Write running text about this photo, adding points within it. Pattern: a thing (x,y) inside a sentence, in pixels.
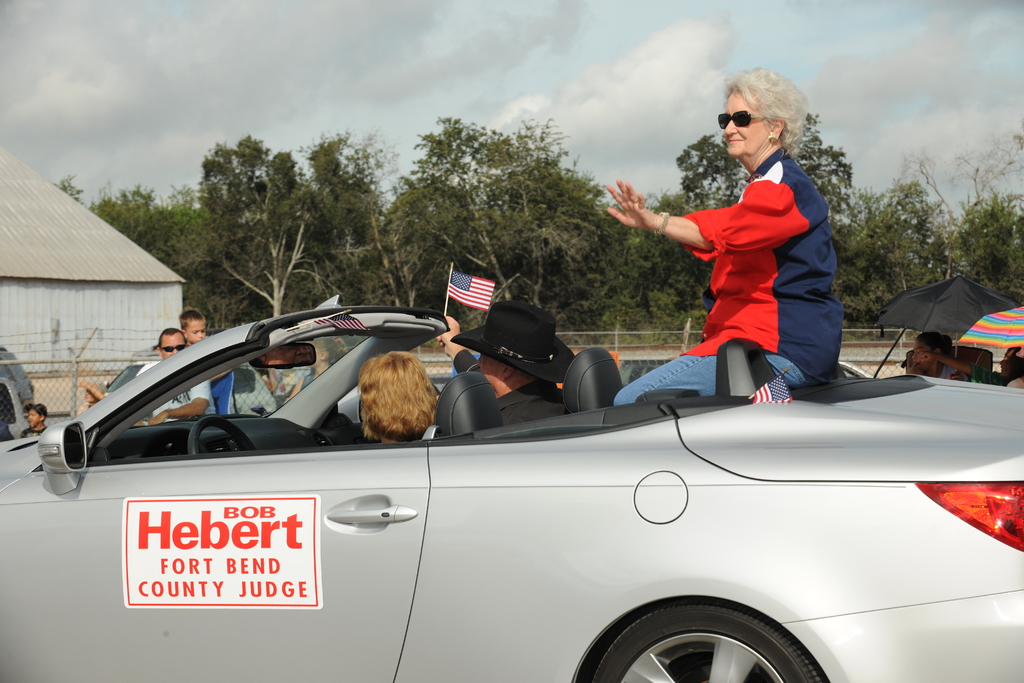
It is roadshow there is a grey color car (412,607) three people (393,366) are sitting in the car (718,359), there also flags of United States of America (789,393) in the car (979,393), beside the car (959,392) there are some other people (933,357) who are watching them, in the background (437,266) there are trees (505,268), a shed (86,292), sky (553,72) and clouds (536,110).
